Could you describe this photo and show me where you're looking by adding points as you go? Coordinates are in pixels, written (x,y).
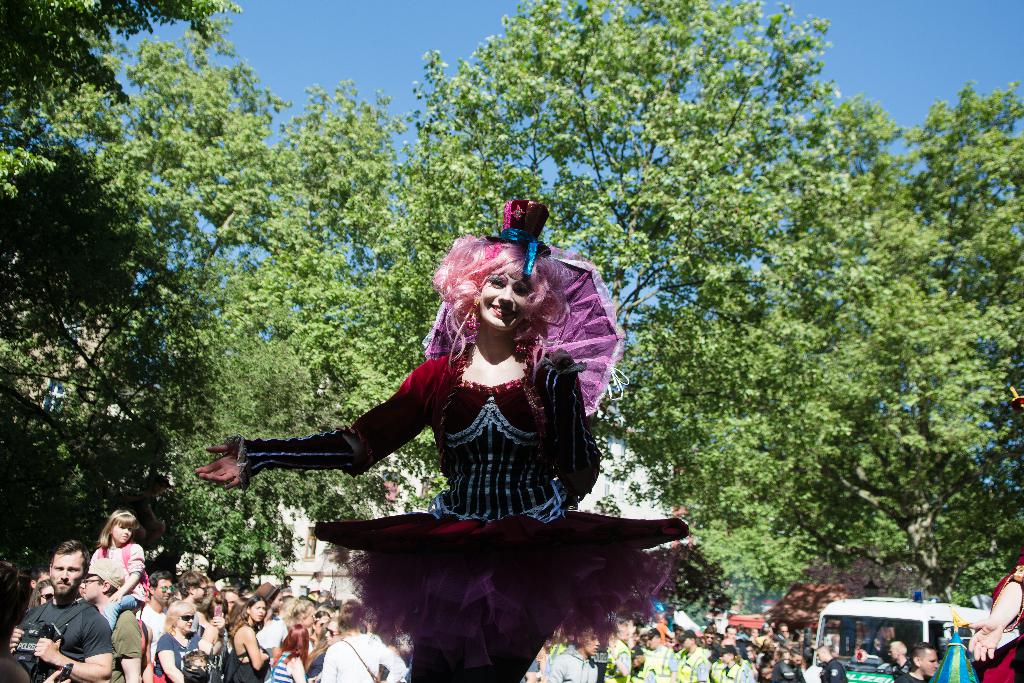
In this image, I can see the woman (455,603) standing and smiling. She wore a fancy dress (508,439) and holding an umbrella (556,328). These are the trees (306,263) with branches (723,214) and leaves (836,398). I can see a vehicle (876,626). At the bottom of the image (726,663), there are groups of people (258,647) standing. This is the sky (402,37).
